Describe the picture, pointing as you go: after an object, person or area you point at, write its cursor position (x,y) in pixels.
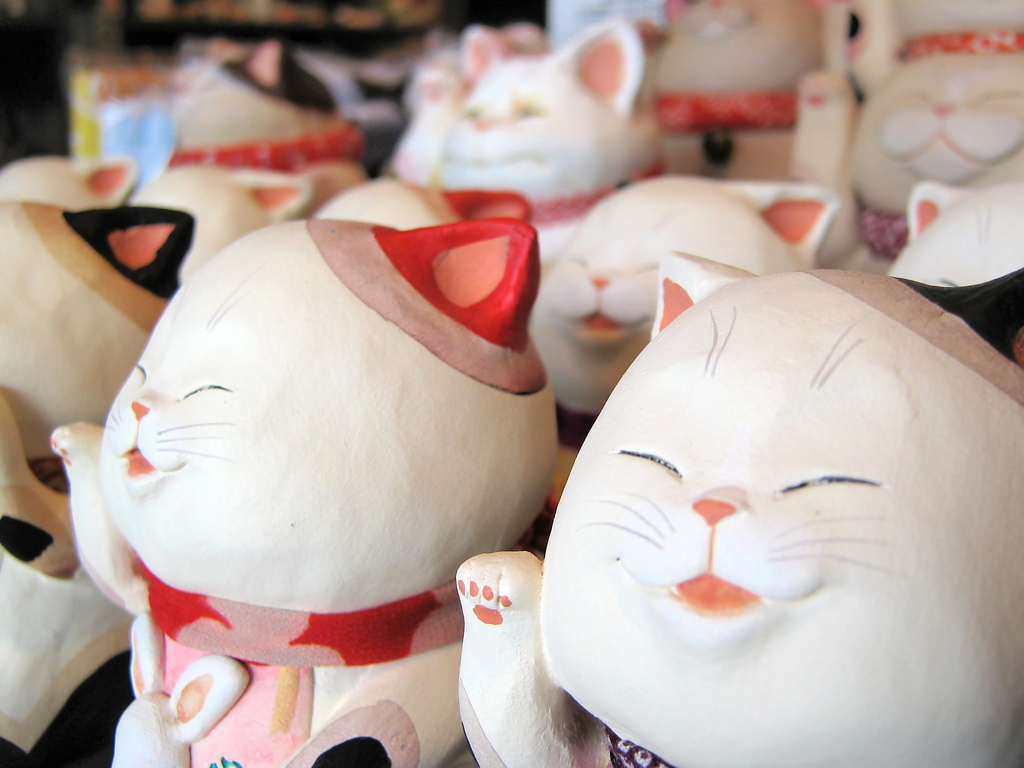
In this picture we can see a group of toys (467,484).
